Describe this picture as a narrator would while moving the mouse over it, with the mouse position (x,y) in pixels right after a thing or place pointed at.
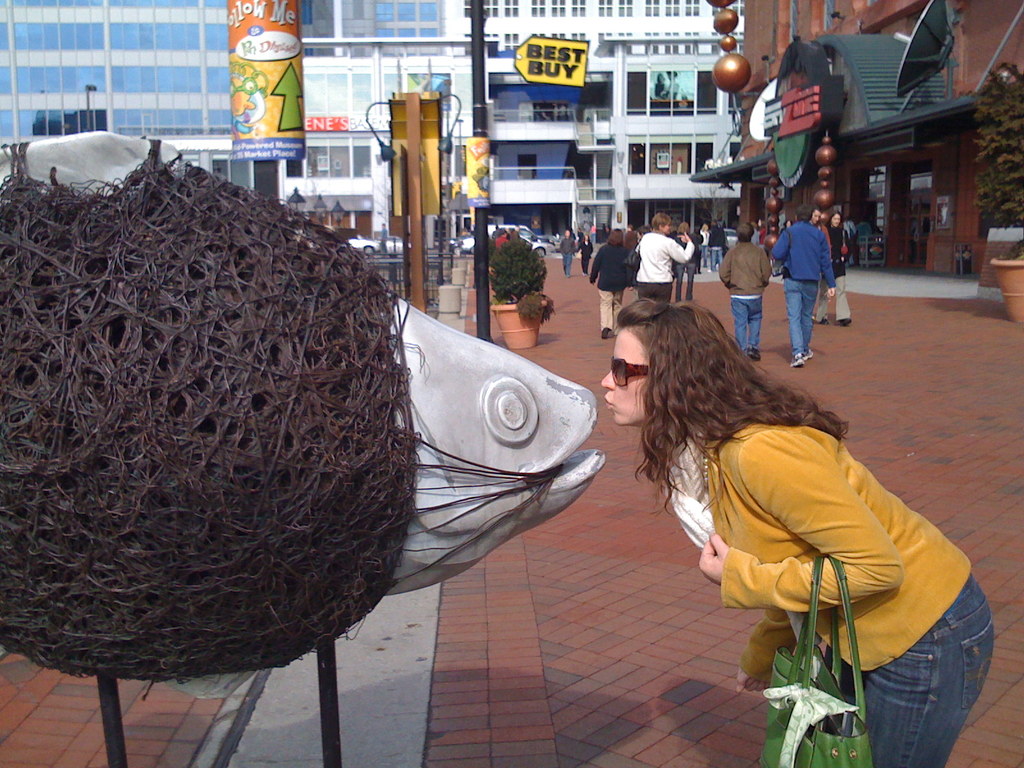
In the foreground of this image (226,405), on the left (210,419), there is a model of a fish (214,399) on which there are threads (302,485). On the right (791,565), there is a woman (829,612) standing and carrying a bag (819,737) on the pavement (721,306). In the background (825,306), there are people (686,264) walking, plants (539,255), boards (542,55), poles (477,40) and the buildings (501,12).
